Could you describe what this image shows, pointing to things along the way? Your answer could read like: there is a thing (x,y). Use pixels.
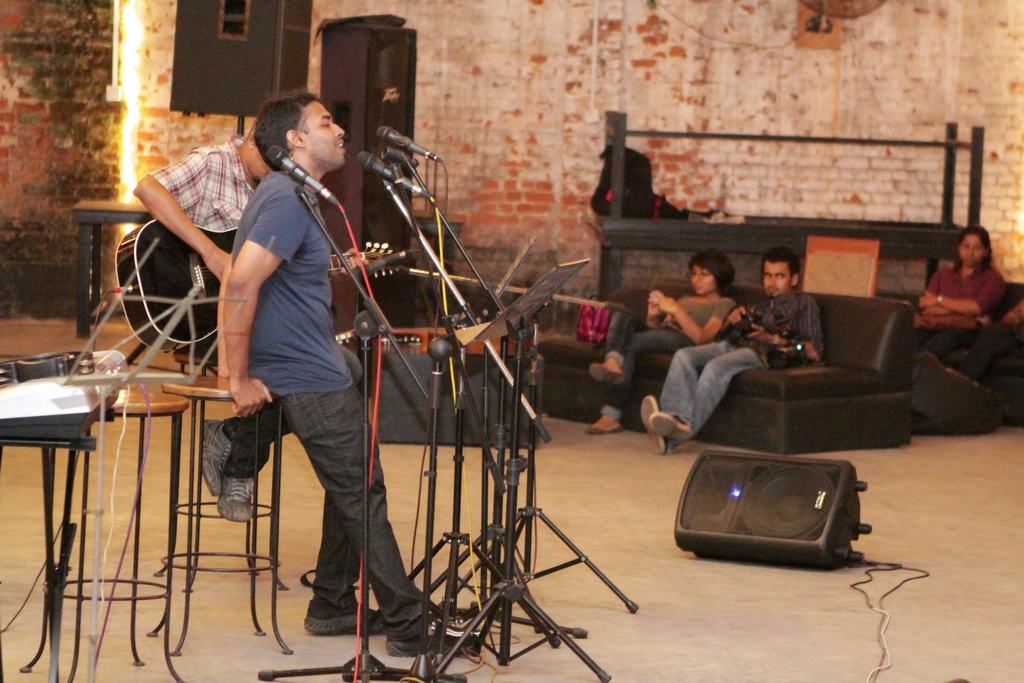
In this image I can see few stools (166,655), a stand (508,487), a speaker (812,518) and number of mics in the front (373,419). I can also see few people (158,204) where one is standing and rest all are sitting. In the background (647,391) I can see few sofas (739,400), few speakers (263,93) and few other things (604,241).
